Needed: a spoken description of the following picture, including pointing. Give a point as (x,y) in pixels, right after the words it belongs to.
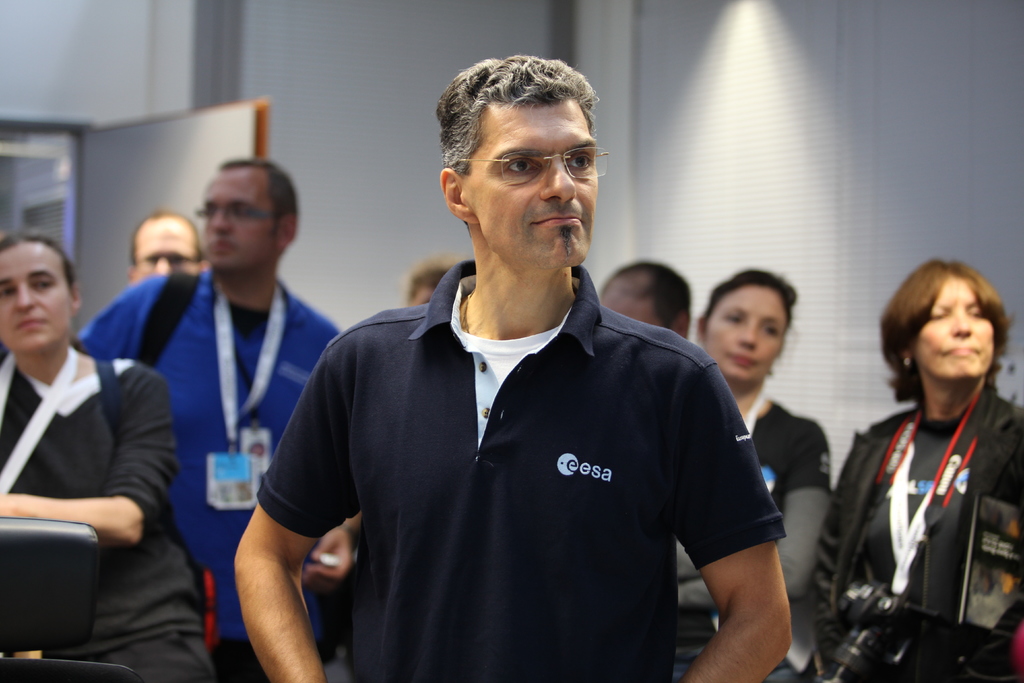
A man (523,515) is standing wearing spectacles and a blue t shirt (295,470). There are other people (921,439) at the back (266,334) wearing id card (255,432). There is a door (105,164) at the left (155,183).
